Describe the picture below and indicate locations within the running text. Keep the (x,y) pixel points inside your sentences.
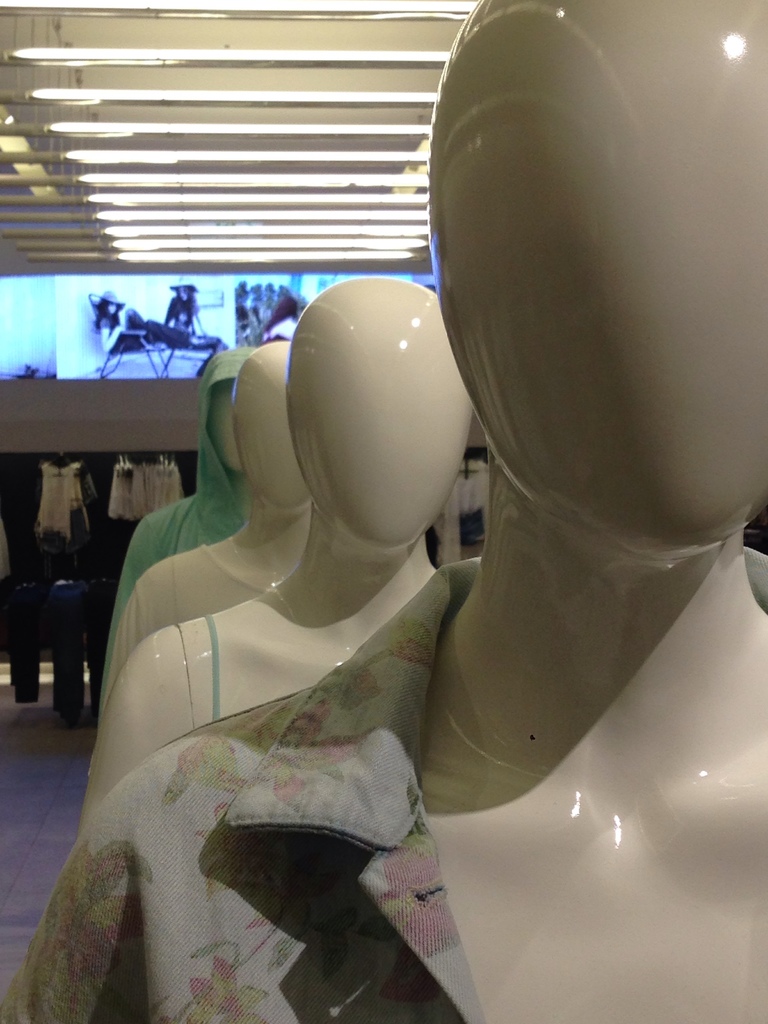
In this image there are mannequins (301,673). There are dresses (201,795) on the mannequins (486,769). Behind the mannequins (152,530) there are dresses (123,506) to the hangers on the rods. In the background (120,403) there is a wall (95,395). There are display screens (110,336) on the wall (93,407). At the top (256,104) there tube lights (187,52) hanging to the ceiling (222,70).
